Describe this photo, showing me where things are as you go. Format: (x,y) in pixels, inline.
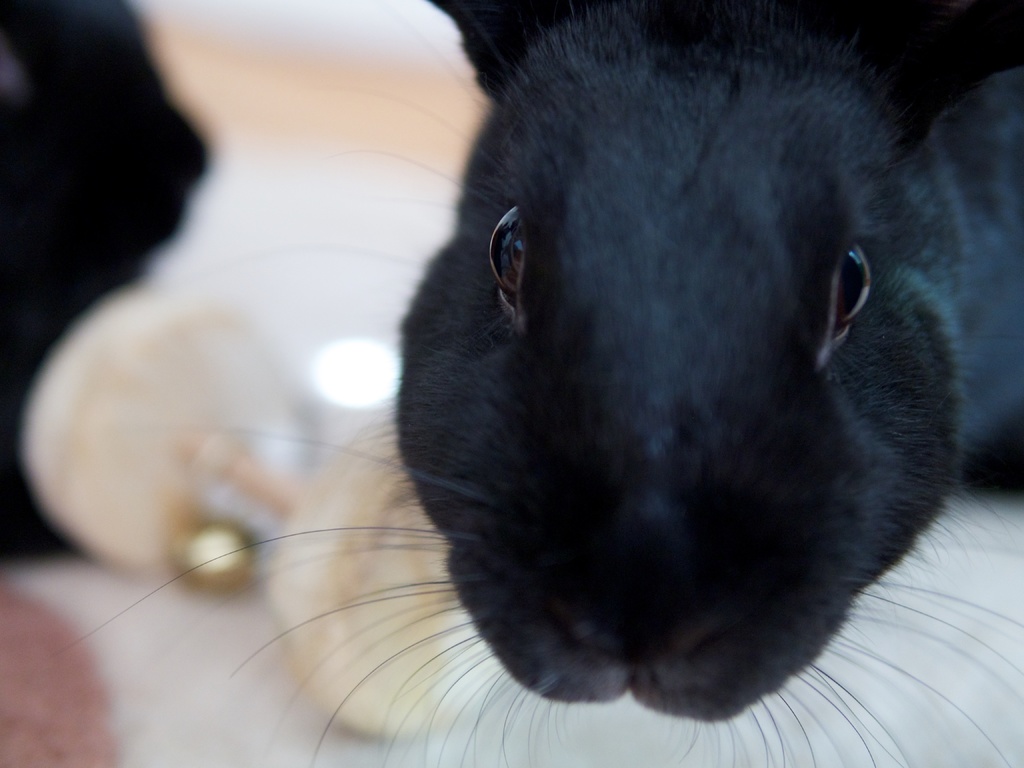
In the picture we can see a face (862,453) of black color rabbit (673,443) and under it we can see some things (80,393) are placed which are not clearly visible.
